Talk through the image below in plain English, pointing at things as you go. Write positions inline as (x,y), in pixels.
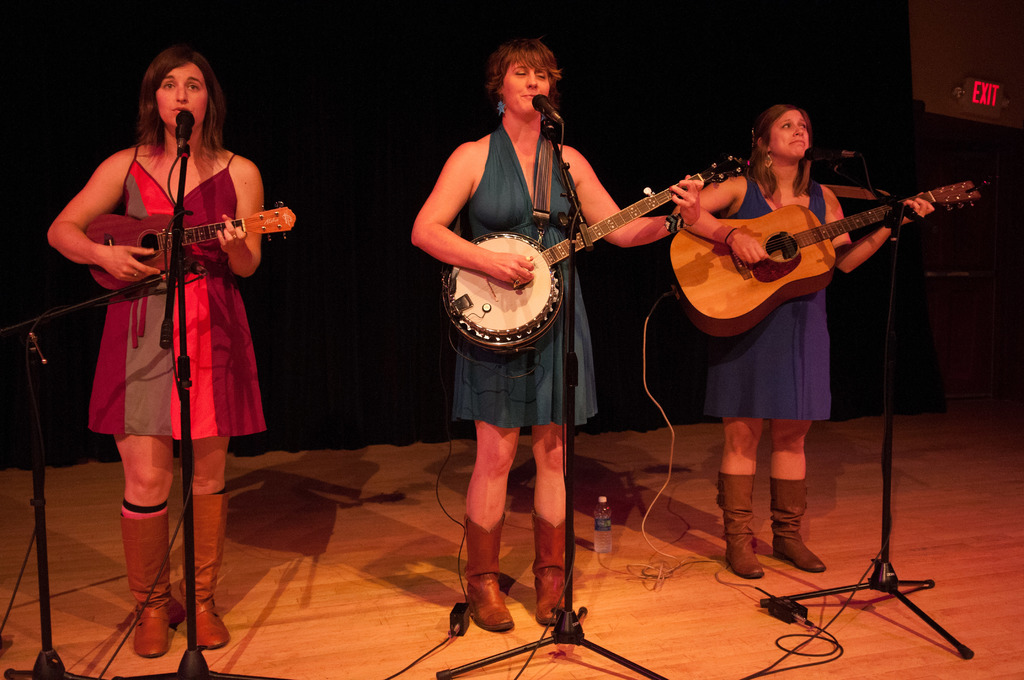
Here we can see three women (561,385) are playing instruments (541,263). These are the mikes (819,159). There is a bottle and this is floor (663,631). Here we can see a door (986,240) and this is board (980,95). On the background (400,146) there is a curtain (308,167).
